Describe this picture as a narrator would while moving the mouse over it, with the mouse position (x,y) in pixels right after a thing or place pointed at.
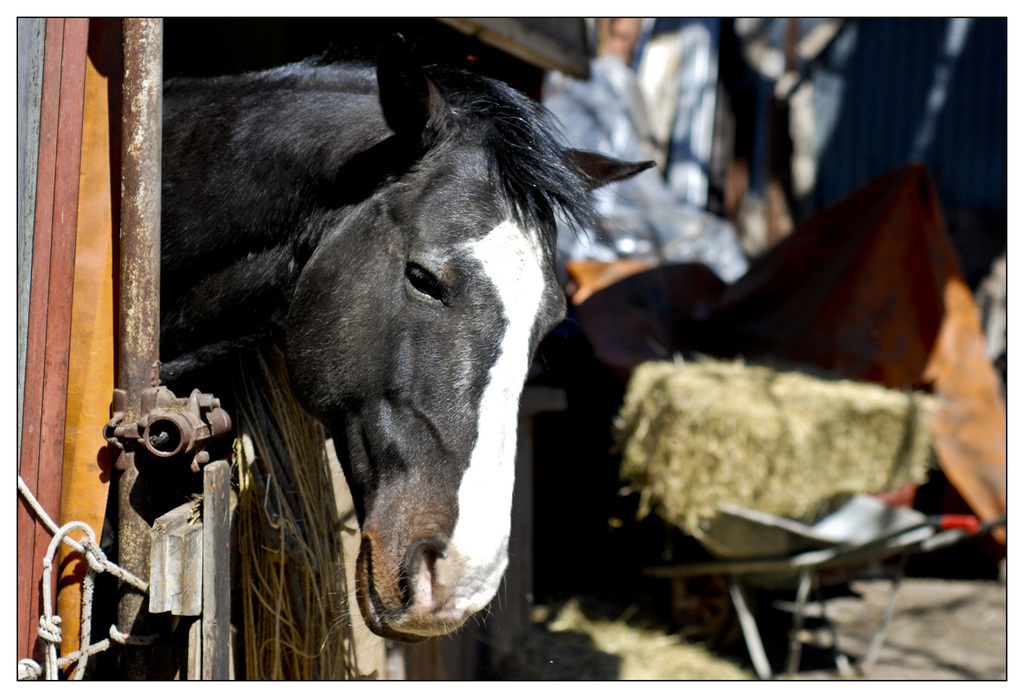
This picture seems to be clicked outside. On the left (311,260) we can see a horse (384,214) and we can see the metal objects (160,419), rope (89,593), and on the right (690,399) we can see many other objects (769,233).
